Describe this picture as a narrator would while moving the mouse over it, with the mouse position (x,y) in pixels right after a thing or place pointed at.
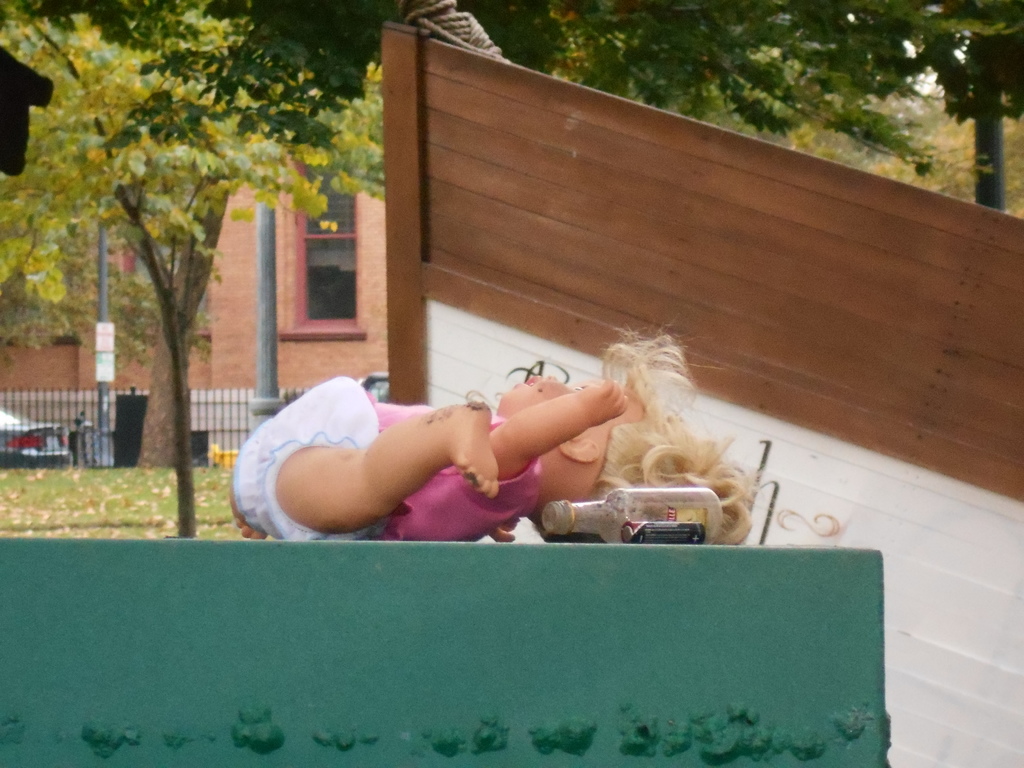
In the center of the image (531,471) there is a doll (490,491) and bottle (563,502) placed on the wall (830,554). On the right side of the image (984,258) we can see boat (983,265). In the background (45,435) there are buildings (279,258), fencing (108,432), car (67,437) and grass (71,495).
